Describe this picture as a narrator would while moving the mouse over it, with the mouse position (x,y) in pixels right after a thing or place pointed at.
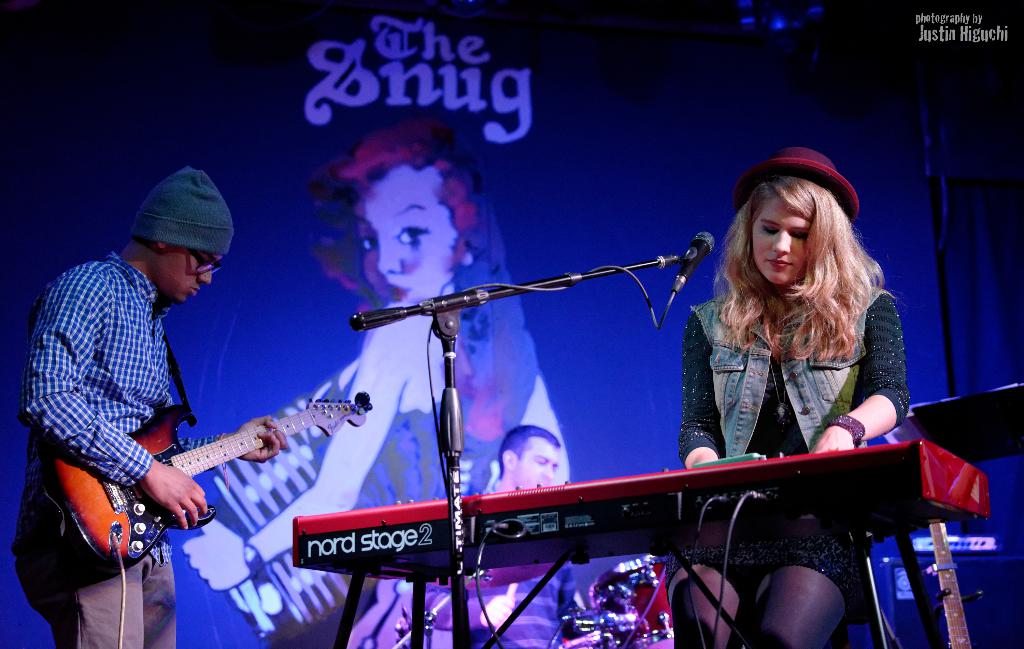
In this image a woman (726,402) is sitting in the chair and she is playing piano (563,513). She is wearing jacket (726,354) and cap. Before the piano (503,516) there is a mike stand (424,304). Behind there is a person (494,611) playing musical instrument (588,616). Left side (49,383) there is a person (71,374) standing and playing guitar (94,509). He is wearing spectacles (194,263) and cap (195,219). Background there is a banner (482,368) having a picture (425,445) of a person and some text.
